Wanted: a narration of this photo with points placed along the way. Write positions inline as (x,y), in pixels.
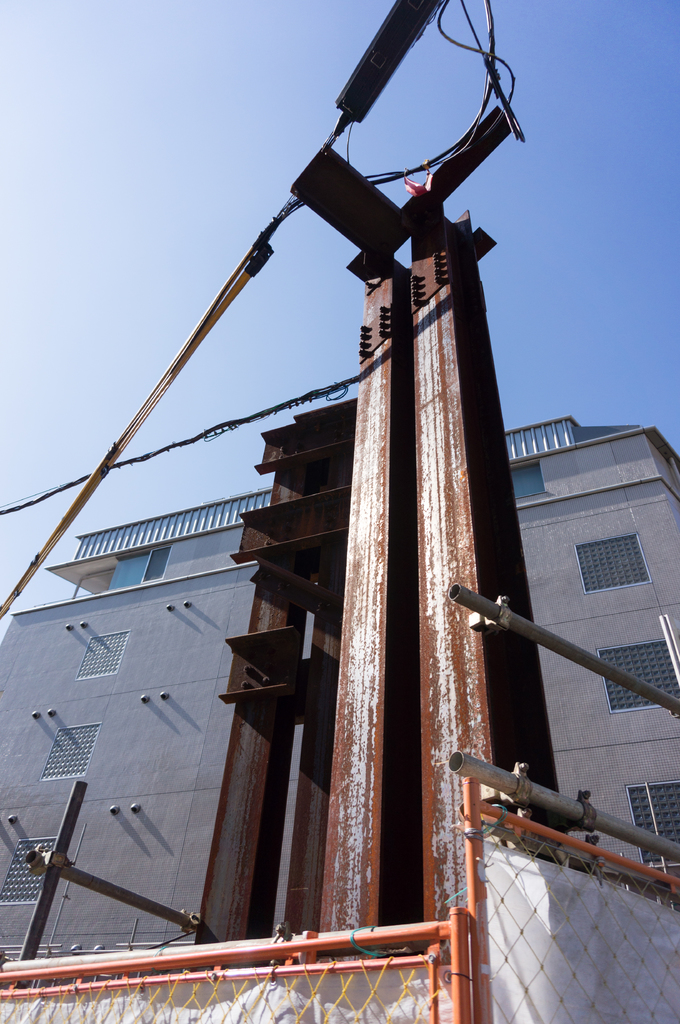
In this image we can see a building (603,541). We can see few cables (484,135) connected to a pole (444,218). We can see the sky (165,202) in the image. We can see the barrier (473,964) at the bottom of the image (463,956).
